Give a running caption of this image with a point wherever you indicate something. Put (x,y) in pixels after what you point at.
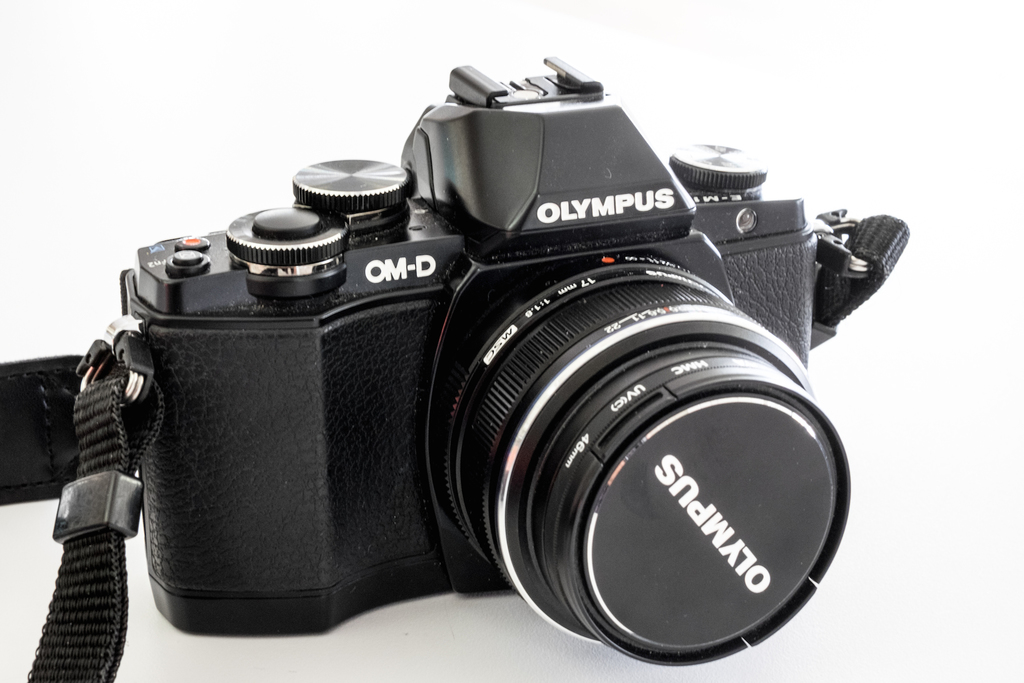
This is a zoomed in picture. In the center (384,261) there is a camera (360,239) on which we can see the text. The background of the image (898,76) is white in color.
